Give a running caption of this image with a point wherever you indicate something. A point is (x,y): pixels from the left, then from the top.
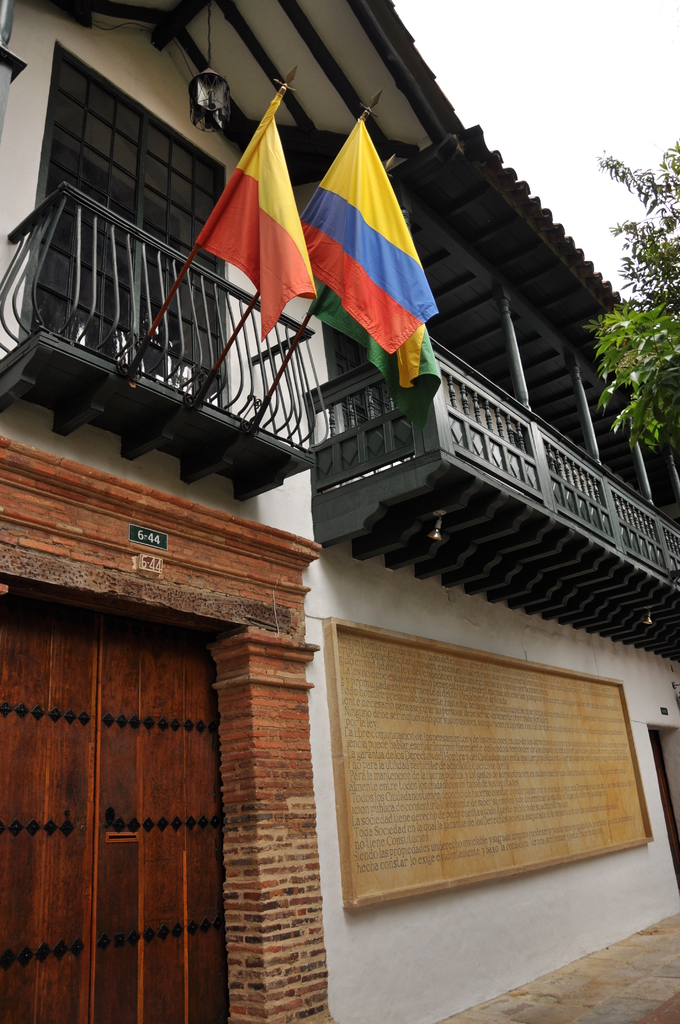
In this image there is a two floor building (631,716) along with a flag (351,258) on the pole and door (29,746) to access. Also there is a tree (672,358) beside that.
